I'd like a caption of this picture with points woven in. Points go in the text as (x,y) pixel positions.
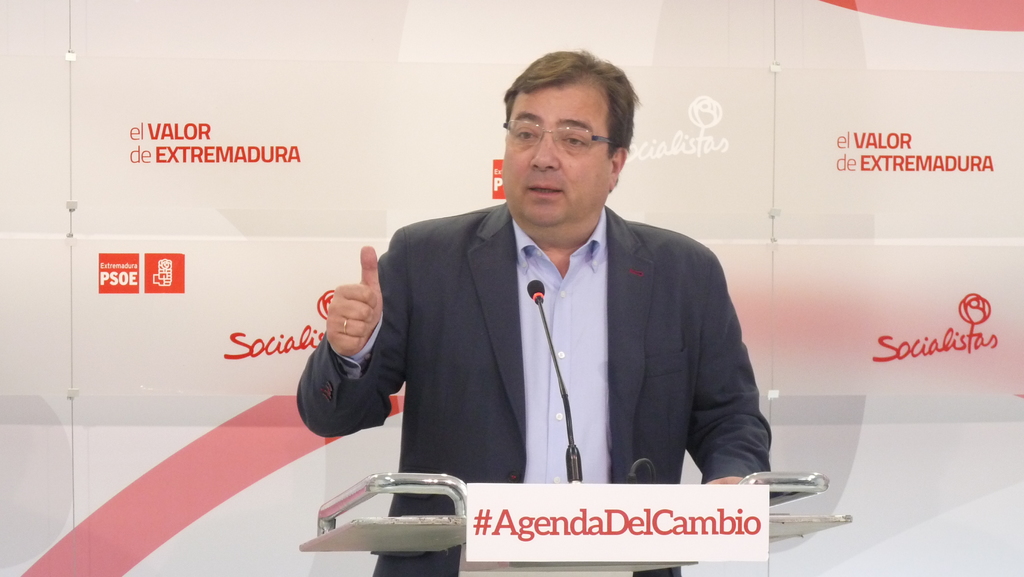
In this image, we can see a person (575,249). We can also see the podium (614,538), a microphone (571,478) and a board (675,494) with some text (530,522). In the background (329,294), we can see a board (270,75) with some text (238,332).
